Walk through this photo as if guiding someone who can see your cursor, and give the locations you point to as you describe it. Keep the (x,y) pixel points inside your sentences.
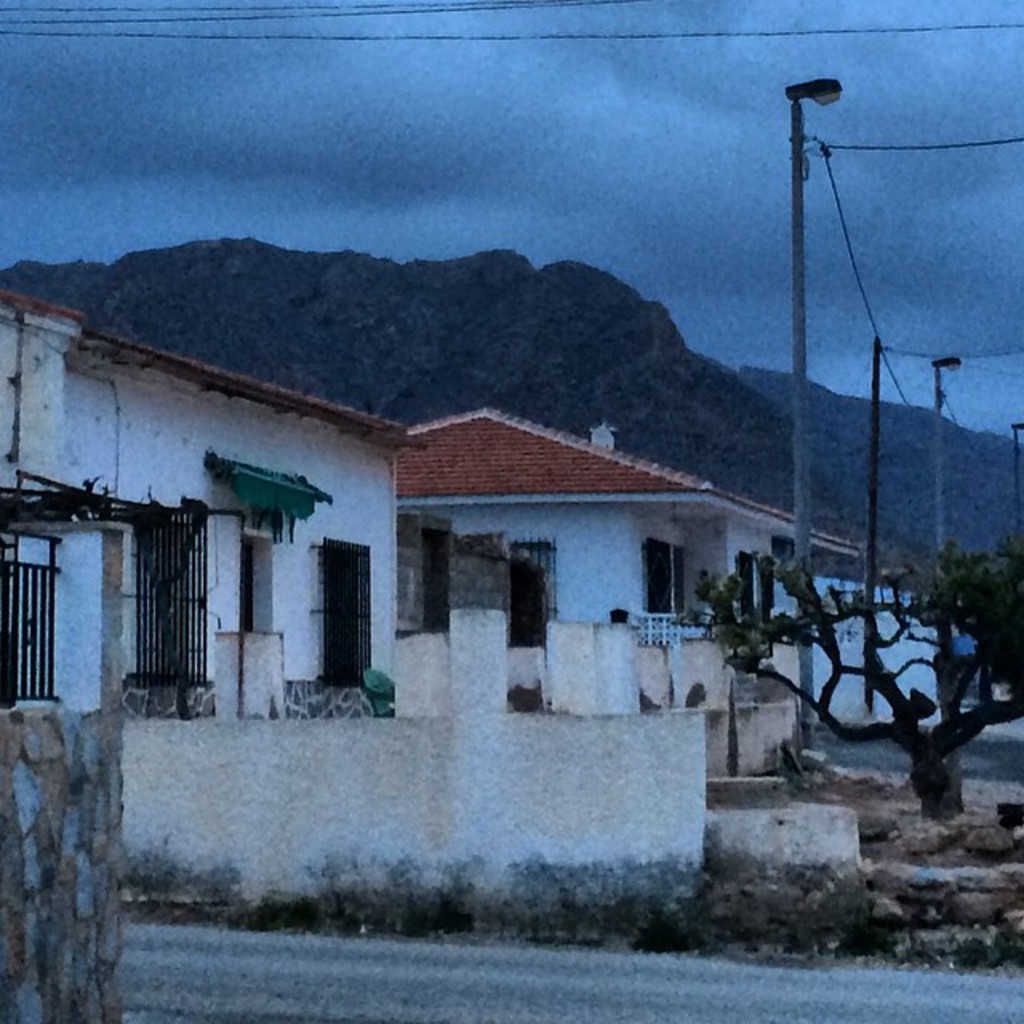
In this image I can see the road (460,1002), the wall (436,837), a tree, few poles (806,659), few wires (933,145) and few buildings (536,541). In the background (1009,212) I can see a mountain (609,383) and the sky (541,183).
